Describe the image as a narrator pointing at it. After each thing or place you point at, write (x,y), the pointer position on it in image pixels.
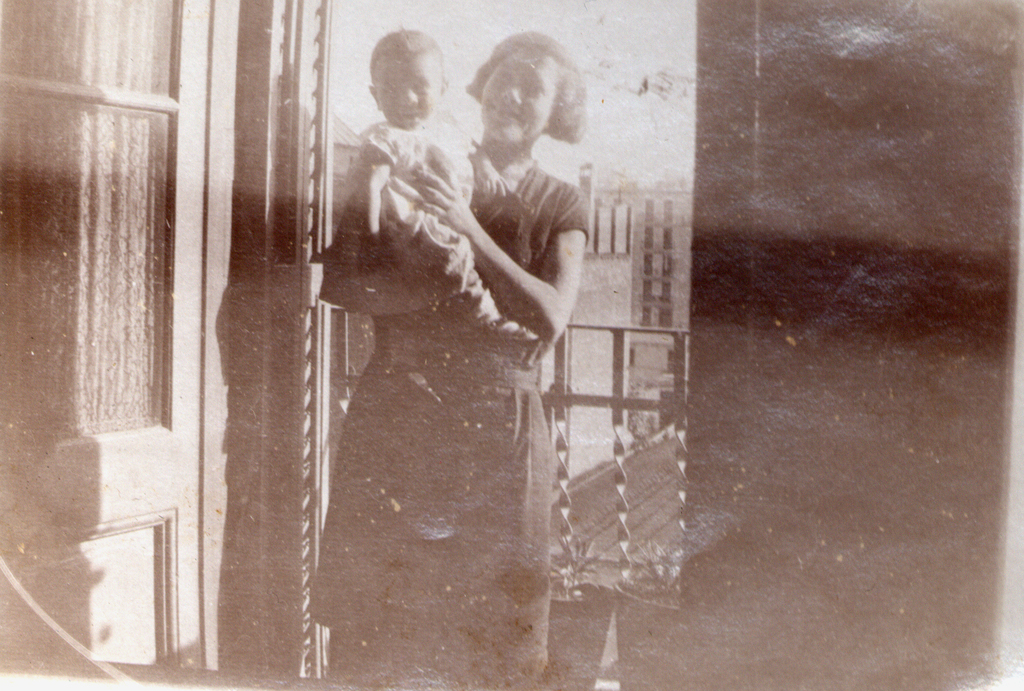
In this picture we can see a woman (426,445), child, here we can see house plants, door (278,587), wall (978,334) and some objects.
